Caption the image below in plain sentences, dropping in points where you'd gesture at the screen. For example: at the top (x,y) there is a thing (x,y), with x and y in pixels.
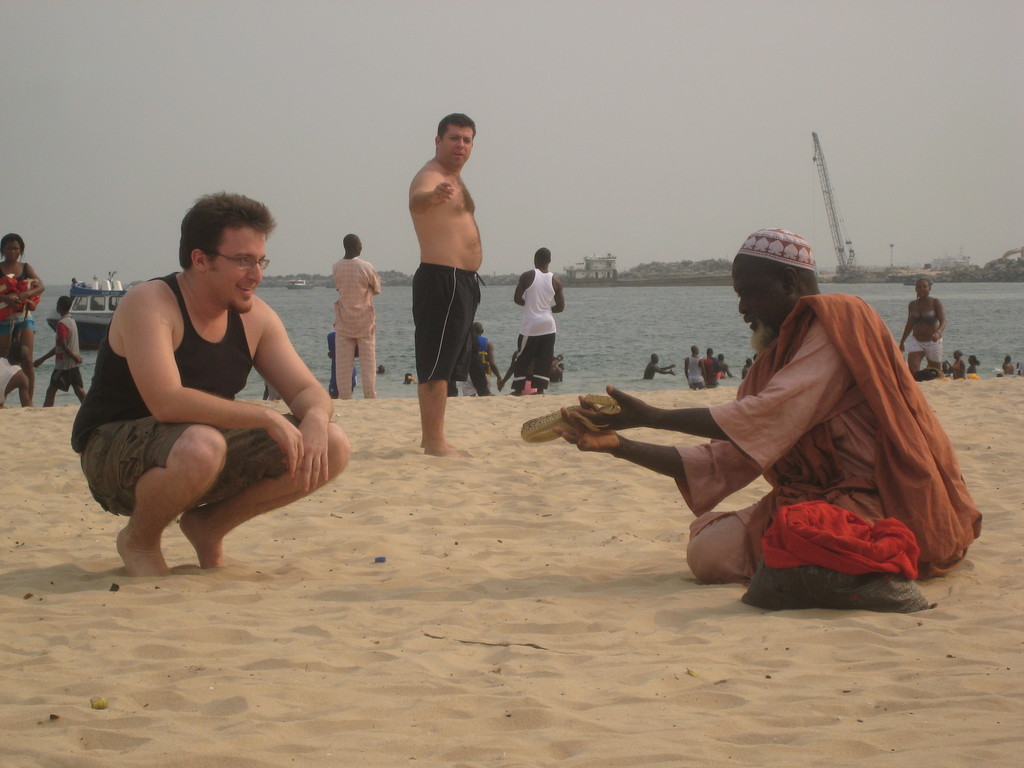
This picture is clicked outside the city. On the right (837,380) there is a person (848,492) holding an object (611,401) and sitting on the ground (799,613) and there is a bag (846,569) placed on the ground (883,614). On the left (223,319) there is a man (218,290) smiling and squatting on the ground (244,531). In the center (442,264) we can see the group of people (370,281) seems to be standing on the ground (367,413). In the background (709,103) there is a sky (810,150), metal rods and group of persons (695,360) in the water body (627,311) and we can see the boats (89,312) in the water body (307,298).
